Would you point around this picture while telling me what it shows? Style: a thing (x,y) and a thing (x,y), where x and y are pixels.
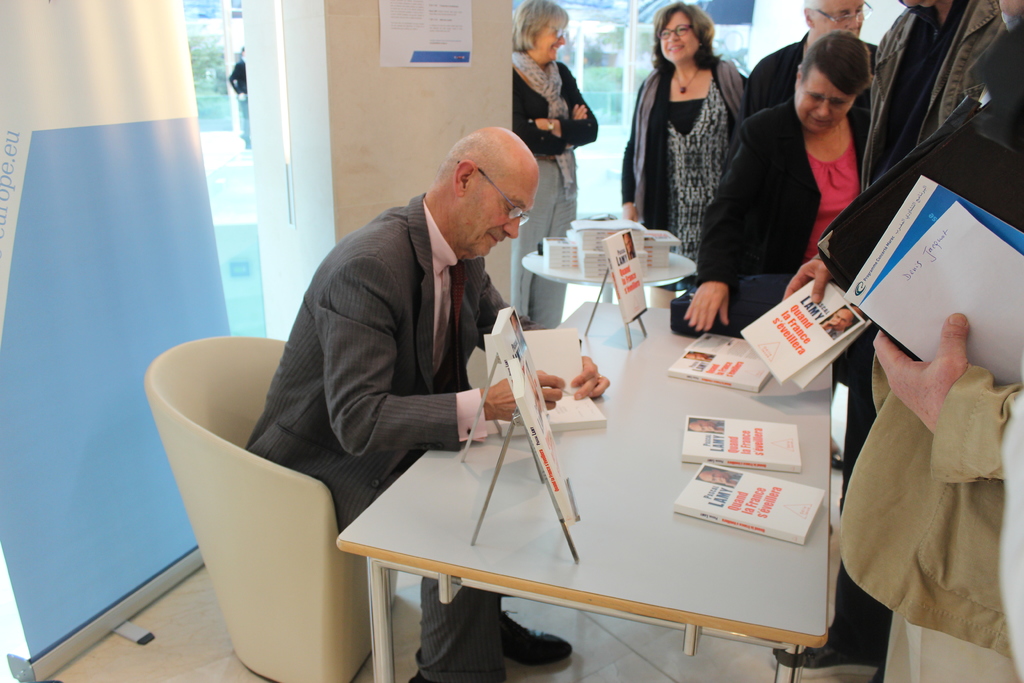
Man (390,325) sitting on the sofa (277,542) near the table (706,562), books (779,512) are kept on the table (778,403), person (776,127) are standing near the table (745,562), this is poster (100,303).
